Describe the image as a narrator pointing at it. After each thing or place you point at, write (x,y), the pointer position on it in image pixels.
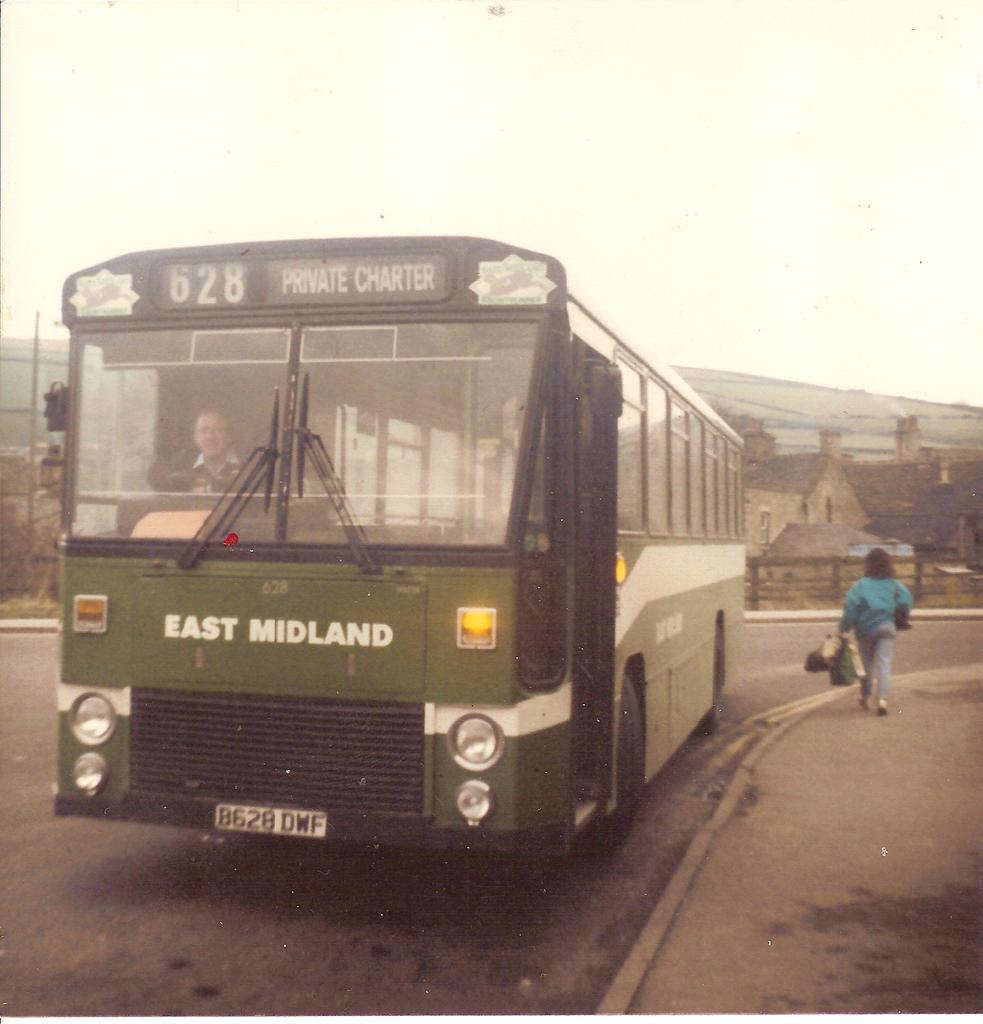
On the left side (256,406), there is a bus (725,482) on the road (260,853). On the right side (885,592), there is a woman (871,595) in a blue color t-shirt (903,592), holding bags (838,655) and walking on a footpath (894,745). In the background (953,467), there are trees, buildings (866,524), a mountain (835,419) and there are clouds (477,30) in the sky (133,70).
